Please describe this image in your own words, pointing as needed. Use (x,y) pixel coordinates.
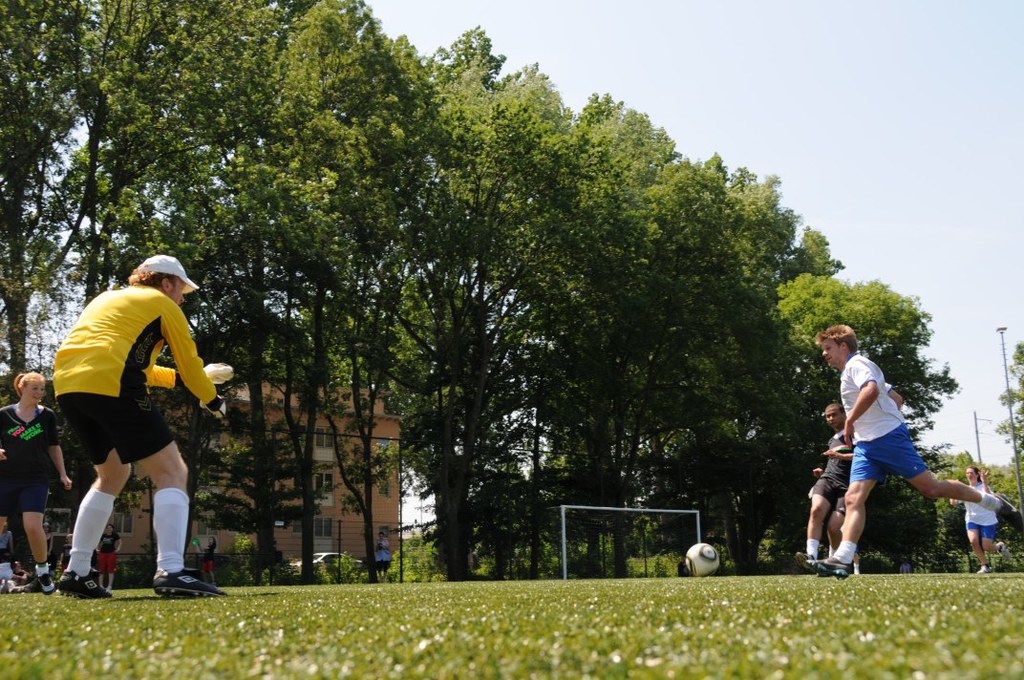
As we can see in the image, there are few people (123,325) playing with ball (699,567) on the ground (573,631) and there are trees (352,174) all over here. Behind the trees (357,459) there is a building (392,494). On the top (796,118) there is a sky (828,124).
